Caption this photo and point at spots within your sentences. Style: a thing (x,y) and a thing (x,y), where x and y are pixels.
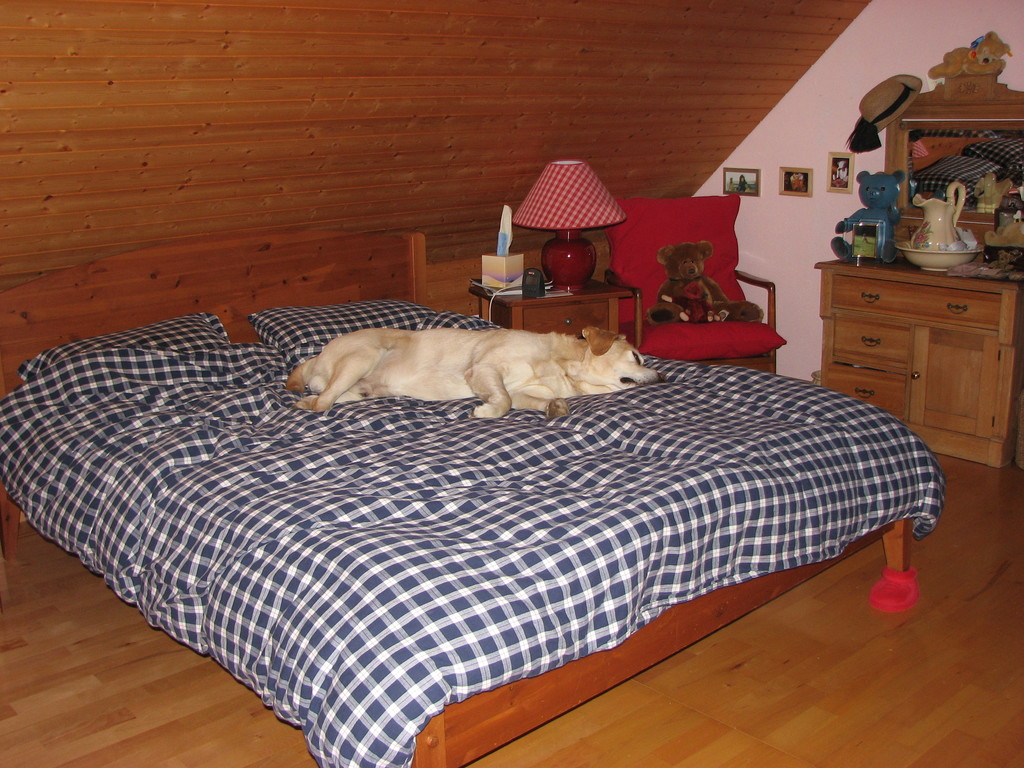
Here is a picture where we have a bed (399,553) and two pillows (348,326) and a dog (483,346) on the bed (397,276). Beside the bed (200,489) we have a table (589,293) on which we have a lamp (574,184) and also the chair (714,266) on which there is a doll (691,305) and on the other side we have a desk (927,335) on which we have some things (879,181) placed.
